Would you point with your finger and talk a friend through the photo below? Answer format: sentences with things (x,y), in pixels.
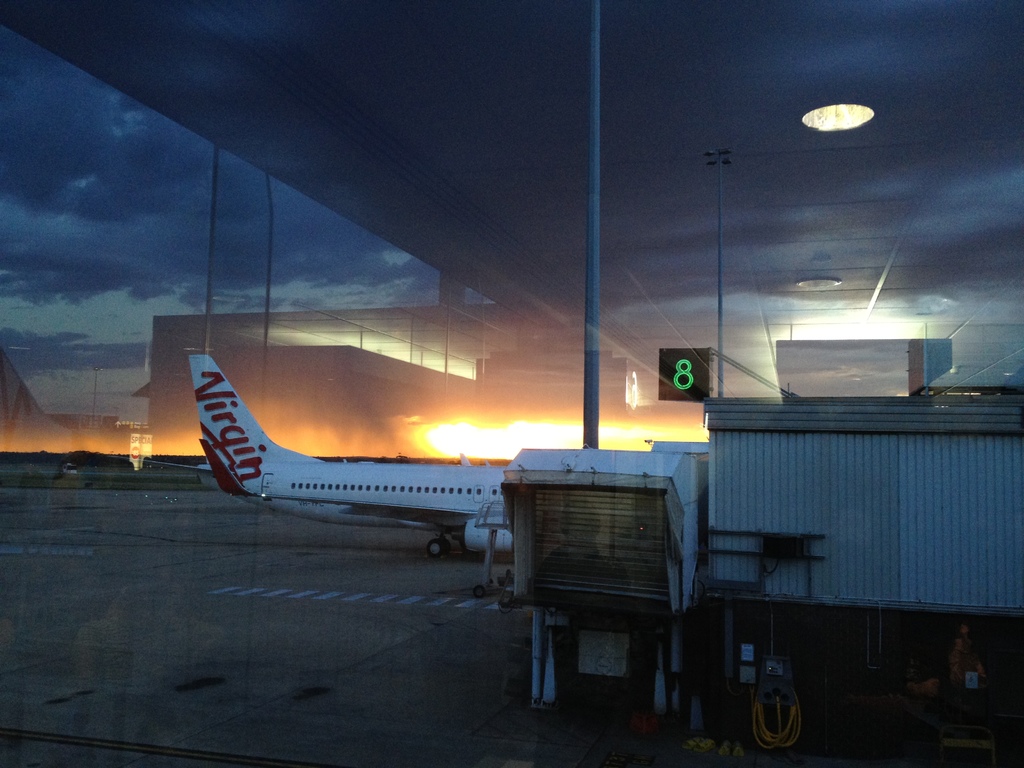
In this image I can see an aircraft (408,475), few objects (547,481), buildings (217,356), poles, lights (824,326) and the sky (173,226).
